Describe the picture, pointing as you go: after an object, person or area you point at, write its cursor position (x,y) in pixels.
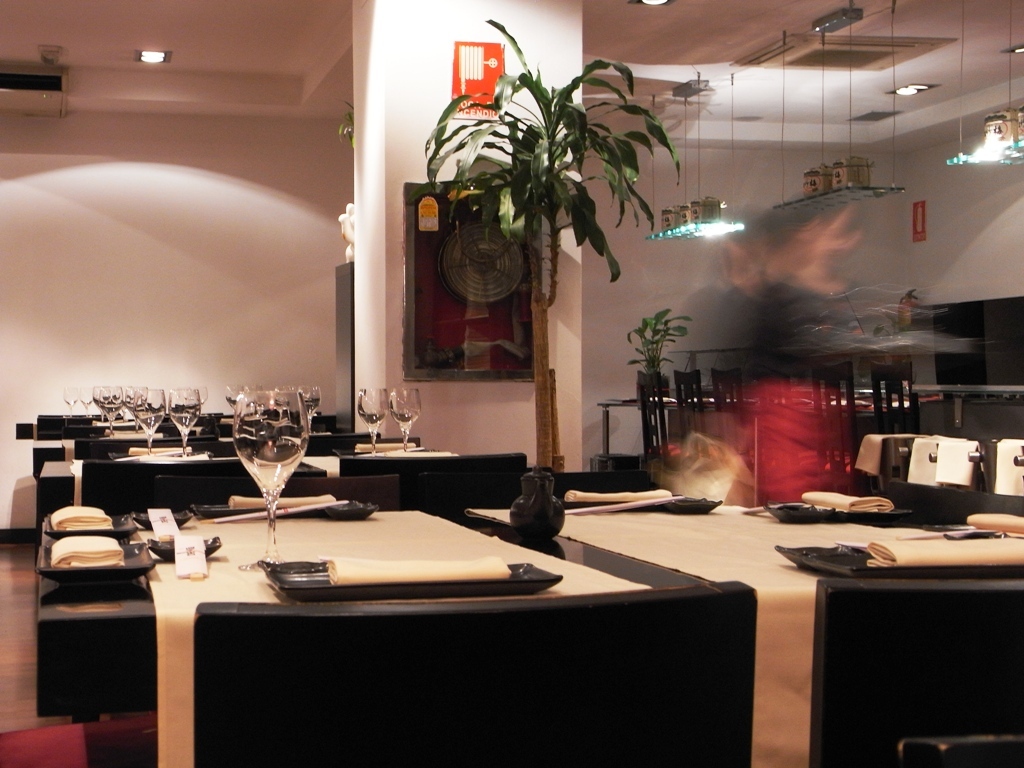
In this image we can see some tables (294,576) with the table cloth (230,571) and we can see some objects (923,553) like glasses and trays (402,589). There is a pillar (454,422) and a photo frame (483,332) is attached to it and we can see some house plants (550,114) and at the top (842,43) we can see the ceiling (936,61) with lights (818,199).
